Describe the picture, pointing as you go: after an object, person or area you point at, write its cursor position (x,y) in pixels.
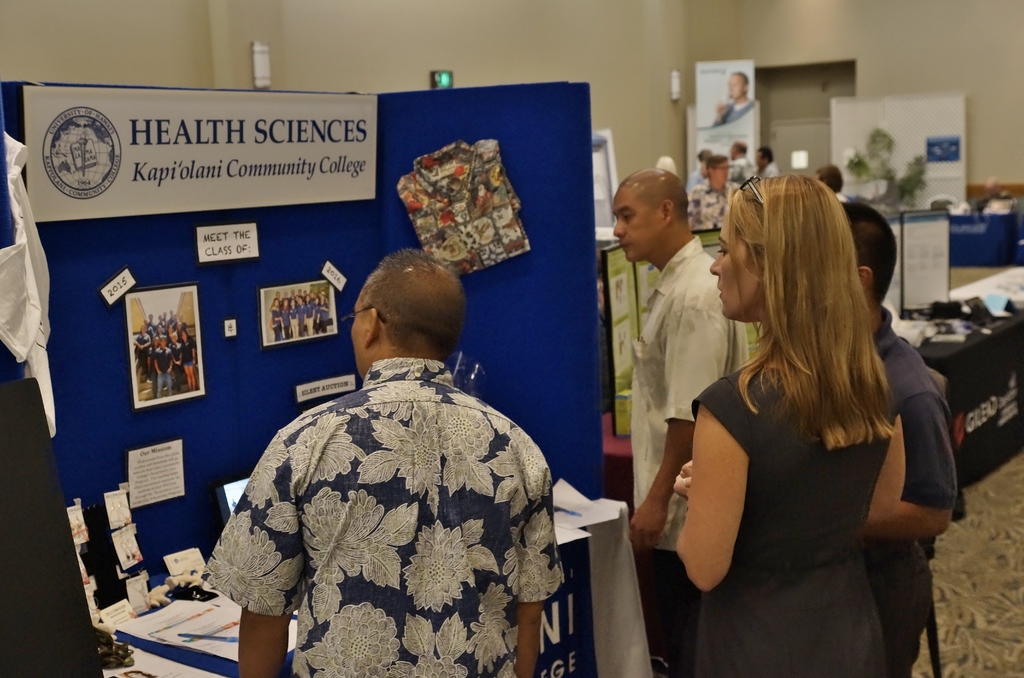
This is the picture of a room (505,445) in which there are some people (840,356) standing in front of the table (148,612) on which there are some things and a board (61,321) on which there are some papers (188,340) and posters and to the side there is a other table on which there are some things (901,328) and some posters (949,162) to the walls (1002,152).
